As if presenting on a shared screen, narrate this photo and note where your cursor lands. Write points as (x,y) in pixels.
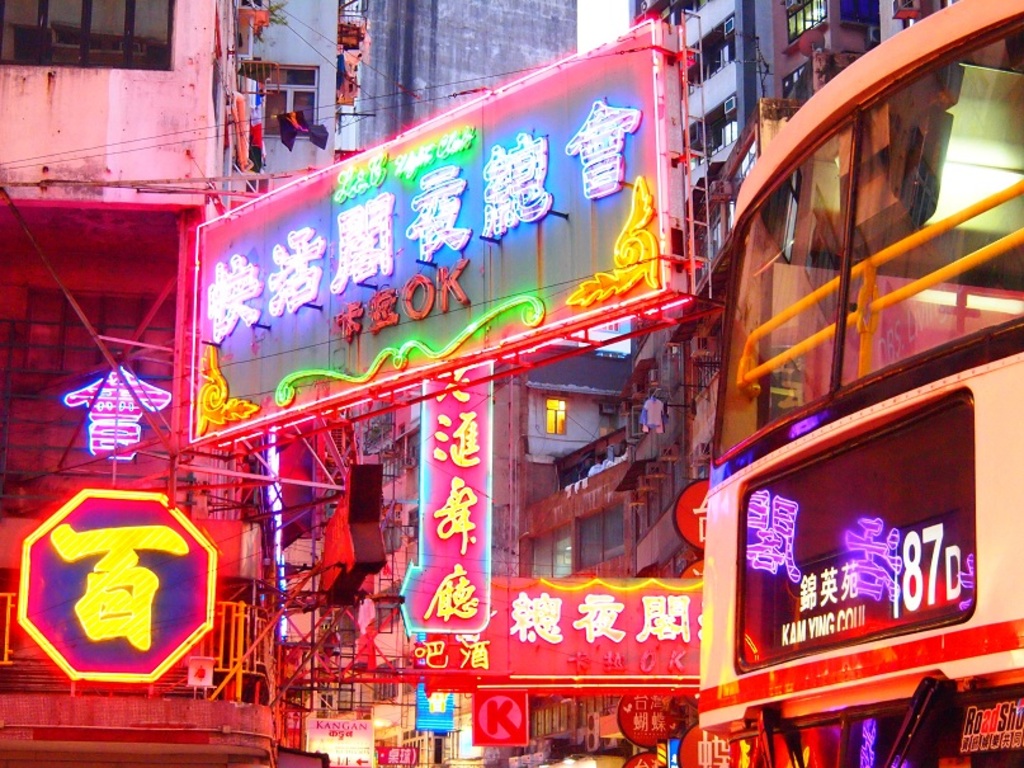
In this picture I can see there are a few buildings (559,372) and it has windows (611,515) and there are a few banners (527,609) with lights (523,635) and the sky (615,2) is clear.
